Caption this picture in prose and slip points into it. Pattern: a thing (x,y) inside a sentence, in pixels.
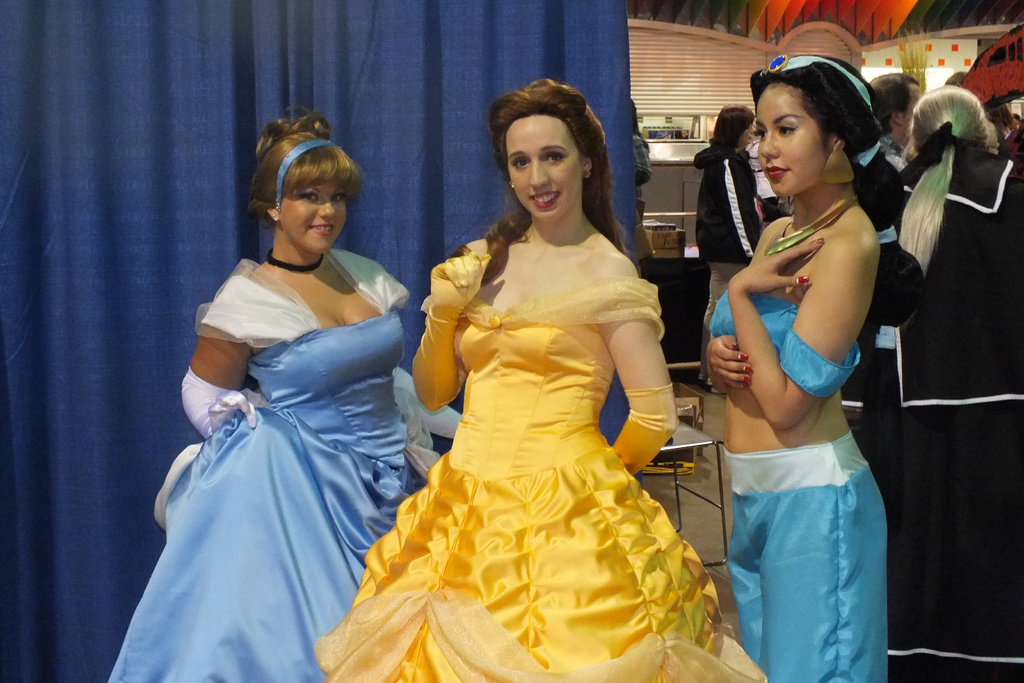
In this image I can see there are three girls (747,560) standing on the floor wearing costumes (429,666), at the back (724,104) there is a curtain (73,154) and another group of people (929,558) standing.
